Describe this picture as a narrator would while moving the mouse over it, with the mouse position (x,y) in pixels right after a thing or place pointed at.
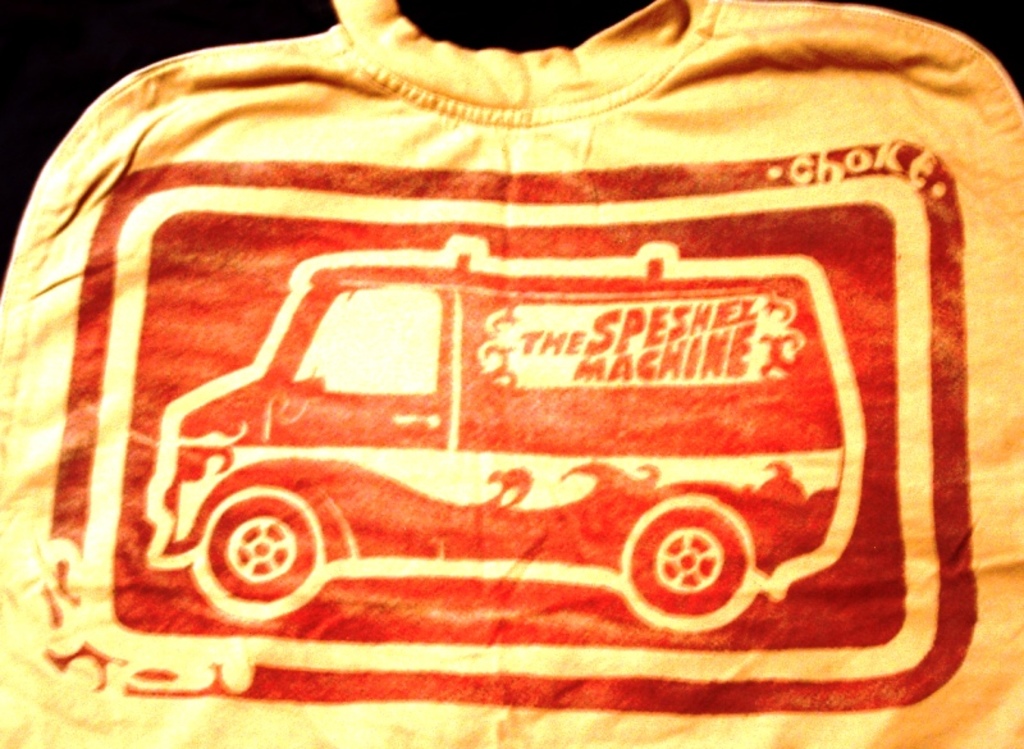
In this image we can see a t-shirt (693,497) with the picture (173,540) of a truck (462,336) and some text (621,344) on it.
